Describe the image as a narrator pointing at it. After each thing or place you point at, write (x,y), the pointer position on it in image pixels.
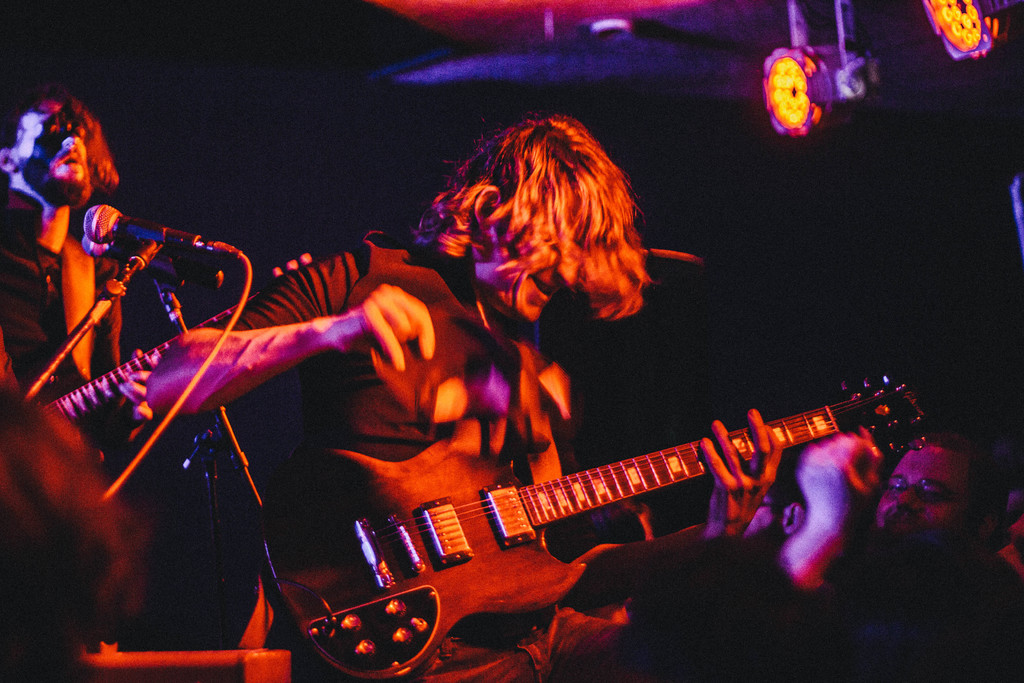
There are people (853,461) and these people (398,349) playing guitars (543,511) and we can see microphones (123,259) with stands (108,303). In the background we can see focusing lights (812,101) and it is dark.
